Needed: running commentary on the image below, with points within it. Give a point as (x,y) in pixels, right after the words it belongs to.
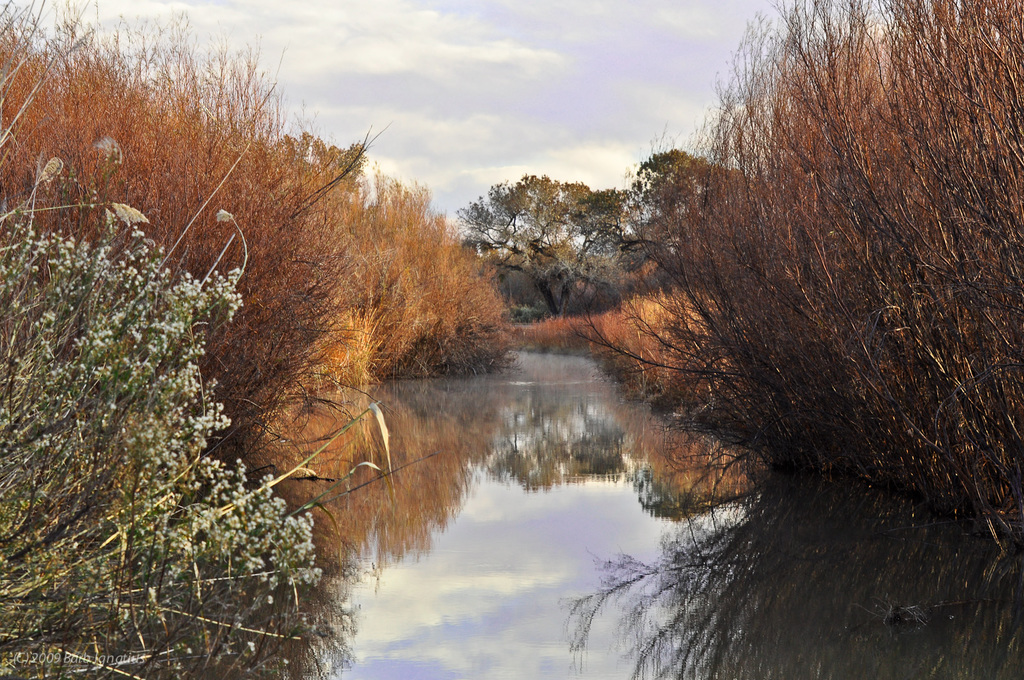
On the right (899,165) and left side of the image (207,421) we can see trees (392,372) and plants (134,223). In the center of the image (530,419) there is water (527,362). In the background (521,99) we can see trees (544,207), sky (539,86) and clouds (504,44).
